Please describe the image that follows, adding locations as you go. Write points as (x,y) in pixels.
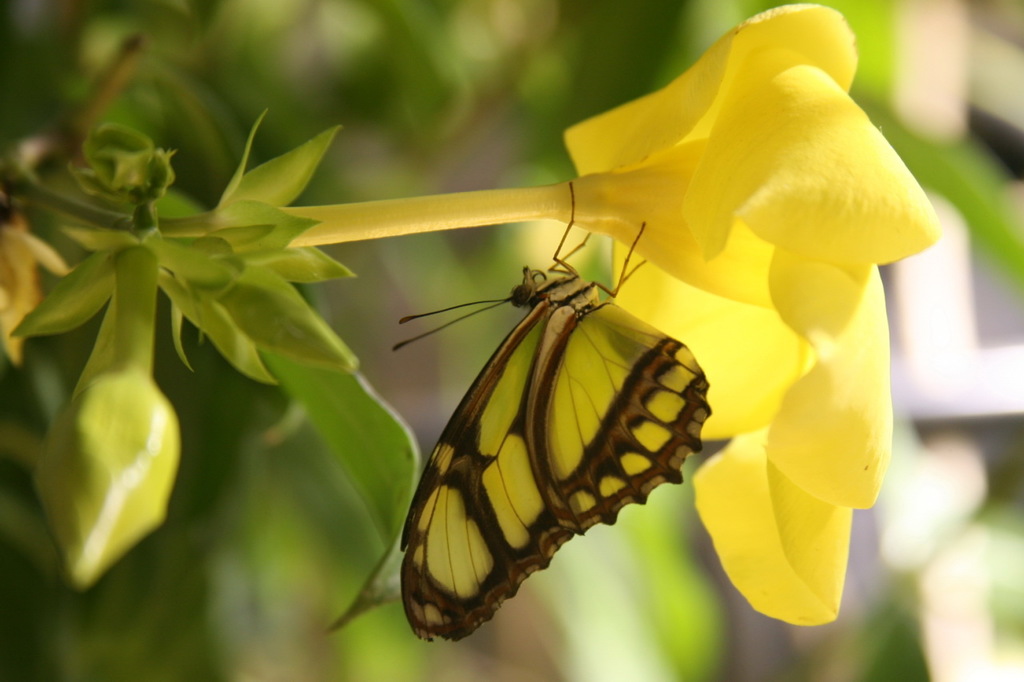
In this picture, we see the butterfly (618,419) is on the yellow flower (690,216). On the left side (138,239), we see a tree (169,264) which has yellow flowers (51,252) and green buds (122,375). In the background (357,55), it is green in color. This picture is blurred in the background (570,563). On the right side (928,14), we see a pole (957,369) in white color.
